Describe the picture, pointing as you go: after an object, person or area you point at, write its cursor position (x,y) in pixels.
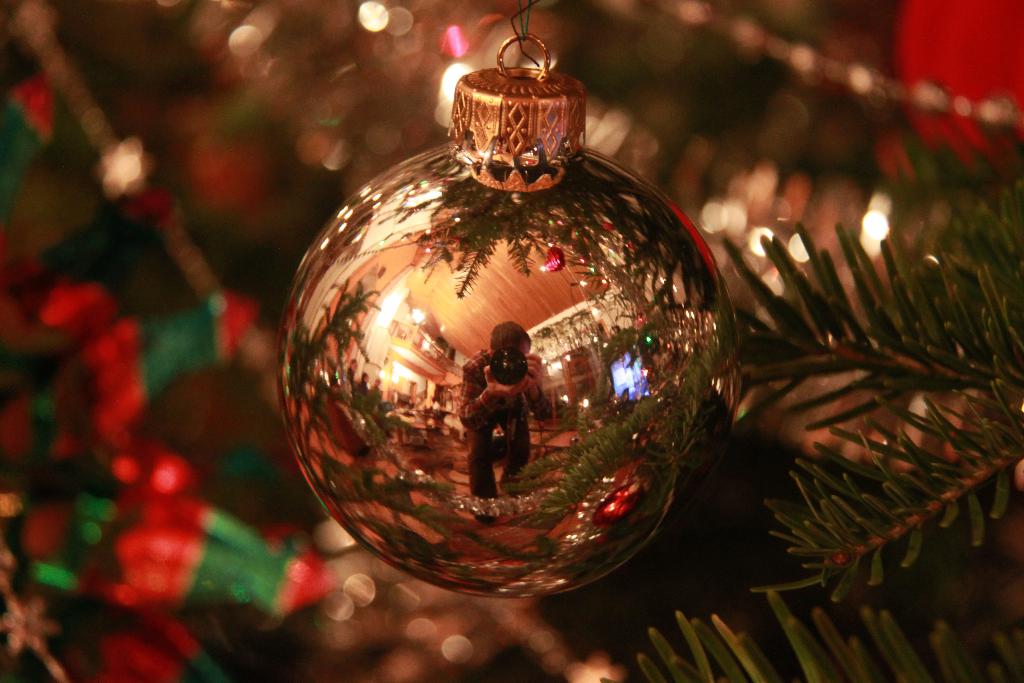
In the foreground of this image (636,264), there is a decorative ball (541,453) to the x mas tree (888,203) and in the reflection (535,394) in the ball (521,445), there is a man (524,420) holding camera (520,363) and in the background (459,319), there is a room (571,405).
